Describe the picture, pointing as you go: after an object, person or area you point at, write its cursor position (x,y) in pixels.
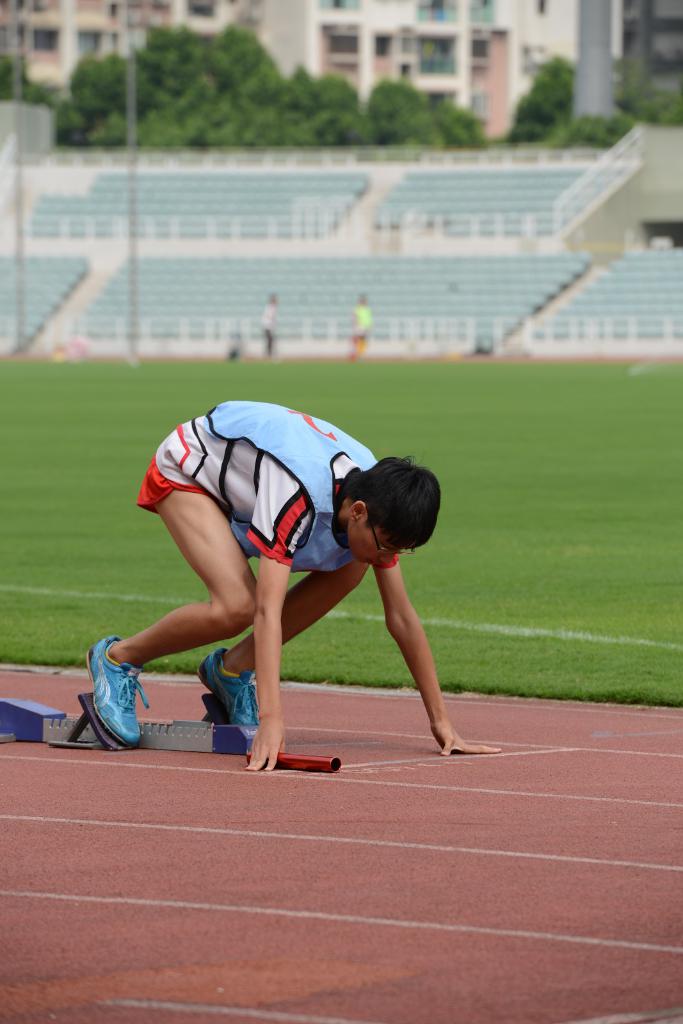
In the center of the image (305,492) there is a person (230,570) on the ground (360,708). In the background (349,320) there are persons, chairs (191,301), fencing (188,336), building (356,49), trees (351,111) and grass (436,450).
